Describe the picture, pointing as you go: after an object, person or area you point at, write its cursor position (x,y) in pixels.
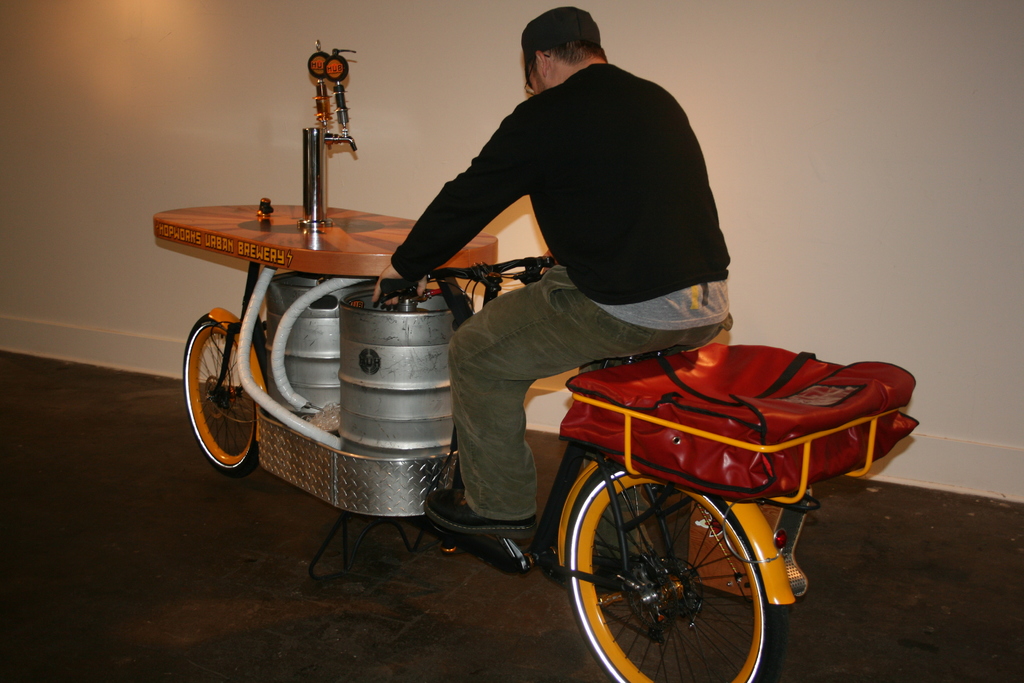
A man (564,356) is riding his vehicle (589,464) he wore black color sweater (643,214).
